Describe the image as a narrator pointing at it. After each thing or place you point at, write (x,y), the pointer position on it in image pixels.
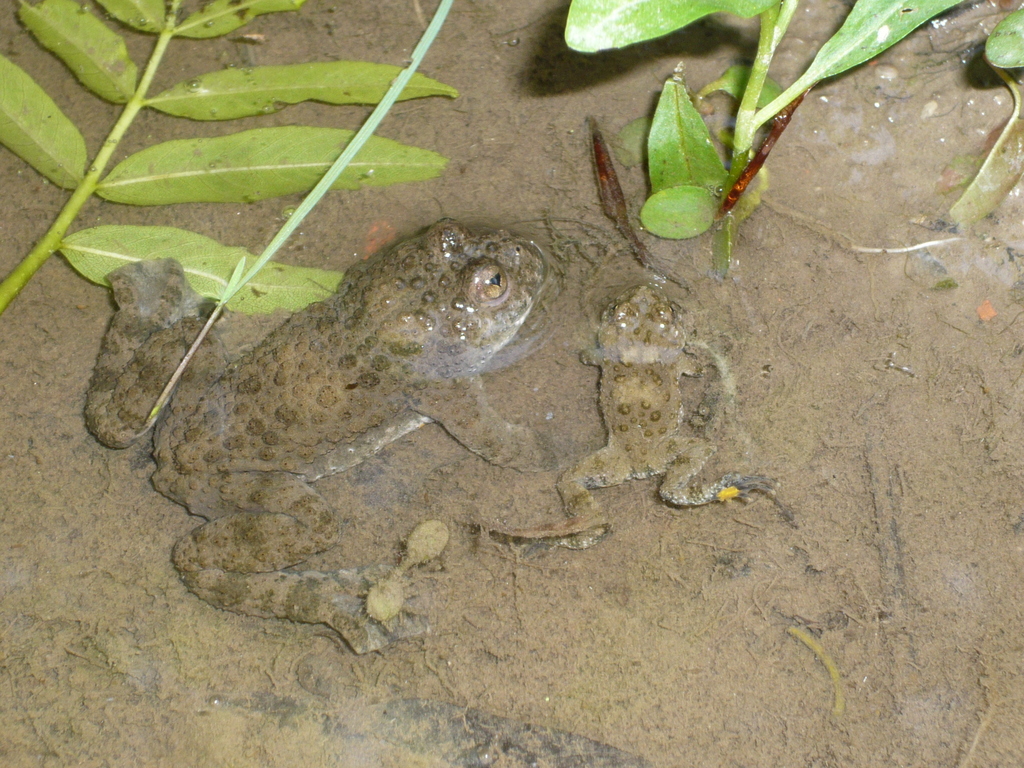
In this image there are two frogs (355,404) in the sand (525,633). At the top (231,90) there are green leaves (250,144) and small plants (672,169).
